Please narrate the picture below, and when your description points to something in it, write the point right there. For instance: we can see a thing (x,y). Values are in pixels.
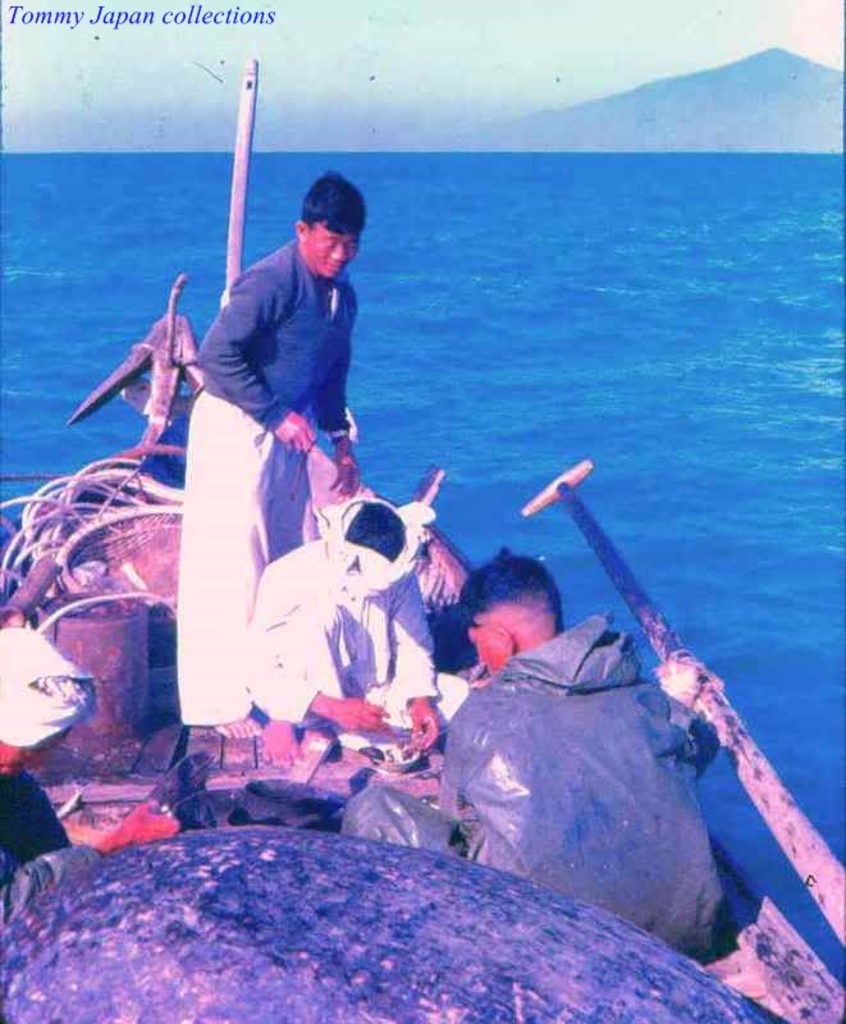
In this picture we can see some people (215,434) on a boat (443,643) and this boat (100,669) is on water (583,216), mountains (558,115) and in the background (256,147) we can see the sky (471,56).
